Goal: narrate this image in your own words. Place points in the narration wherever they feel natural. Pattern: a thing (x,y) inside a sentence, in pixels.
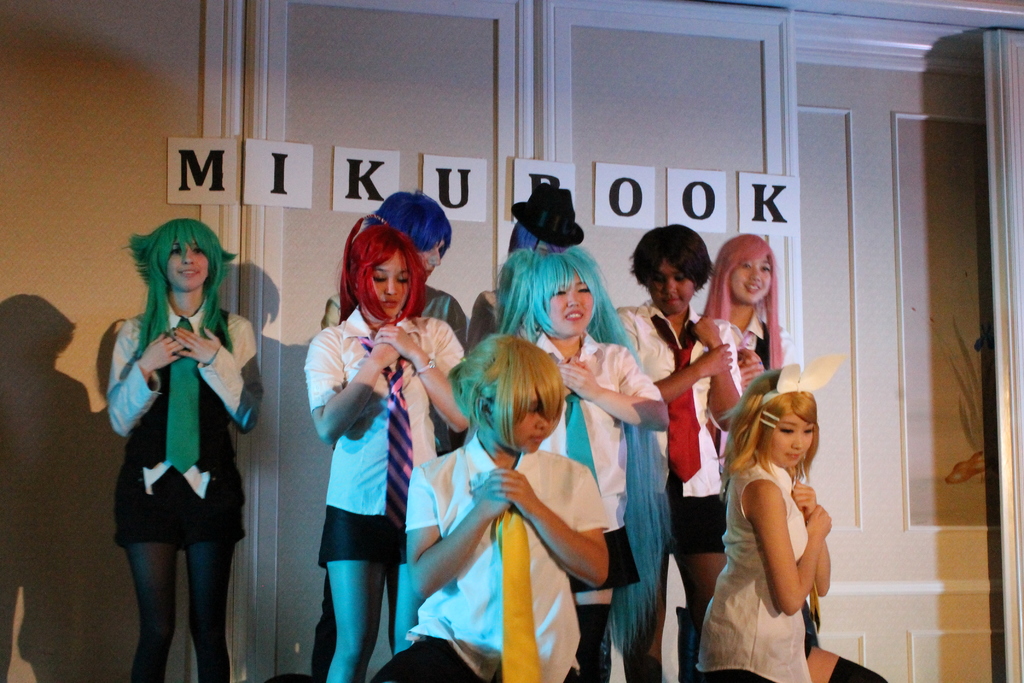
In this image we can see a few people (460,318) with the colored hair (572,255). We can also see a person (485,306) wearing the hat (542,214). In the background (488,184) we can see the wall (806,250) and also the letter boards (298,182).
